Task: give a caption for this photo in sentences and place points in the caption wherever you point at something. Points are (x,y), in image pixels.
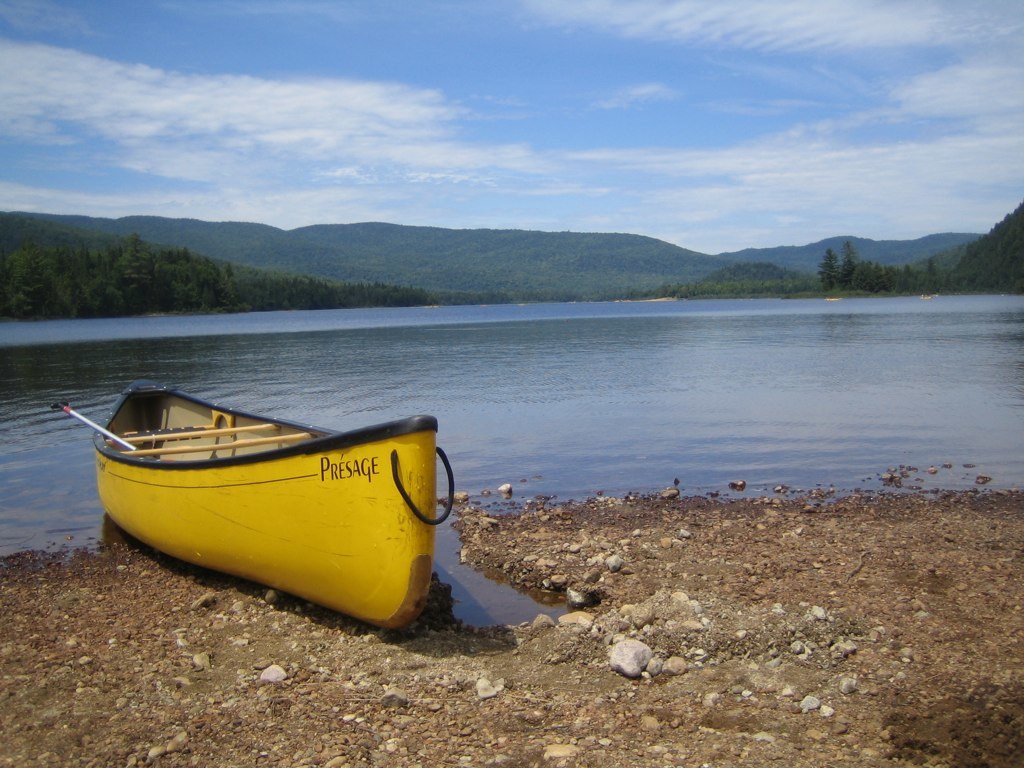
In this picture we can see a boat (301,511) here, at the bottom (624,582) there are some stones (597,607), we can see water (660,386) here, in the background (256,301) there are some trees (241,291), we can see the sky (419,80) at the top of the picture (342,79).
